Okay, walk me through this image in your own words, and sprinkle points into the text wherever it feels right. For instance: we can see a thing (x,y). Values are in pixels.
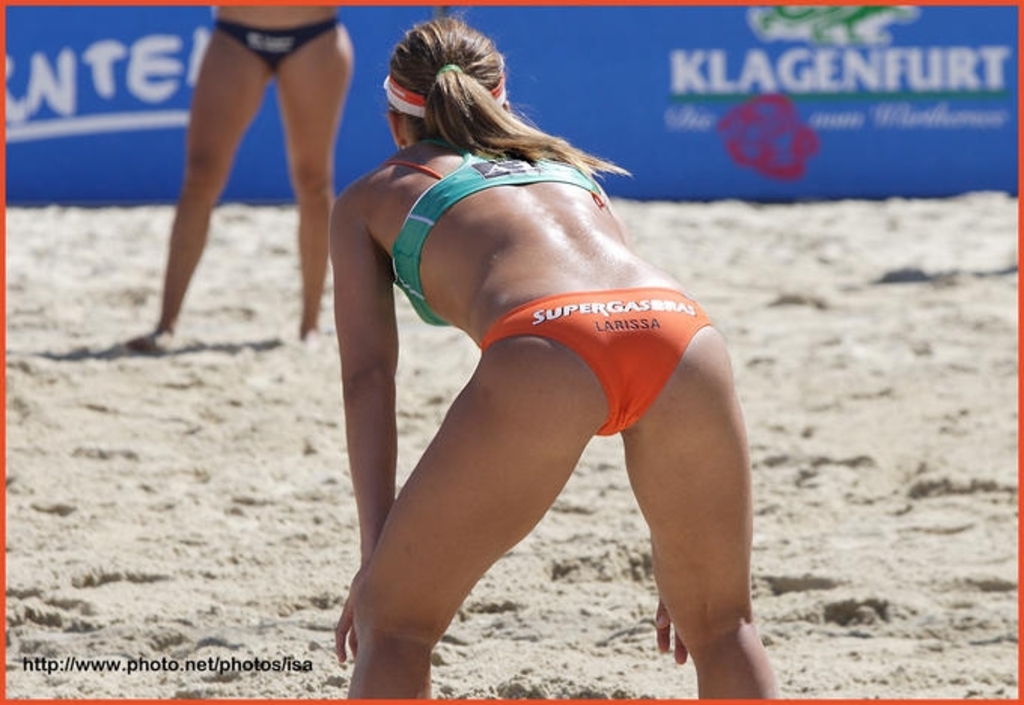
In this image I can see a person (582,420) standing wearing green and orange color dress (458,175). Background (159,39) I can see the other person (204,48) standing and I can see blue color banner (735,83).
